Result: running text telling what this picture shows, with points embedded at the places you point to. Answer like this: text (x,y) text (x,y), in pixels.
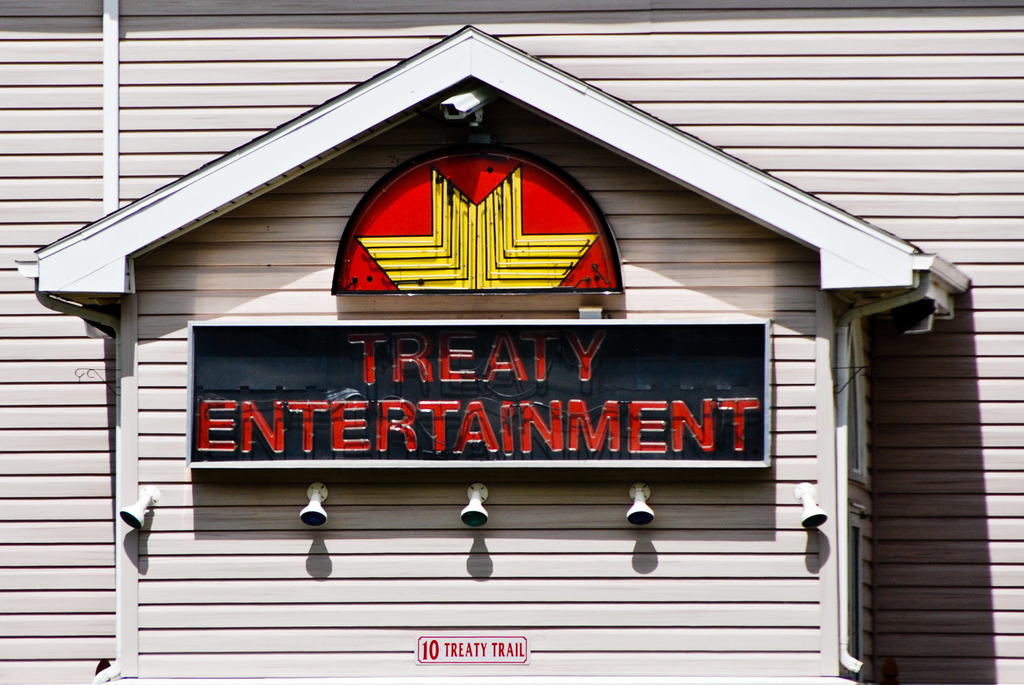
In this image I can see a house (360,41) which is in white color, I can also see a black color board (218,424) attached to it and I can also see the other board (448,268) in yellow and red color.
